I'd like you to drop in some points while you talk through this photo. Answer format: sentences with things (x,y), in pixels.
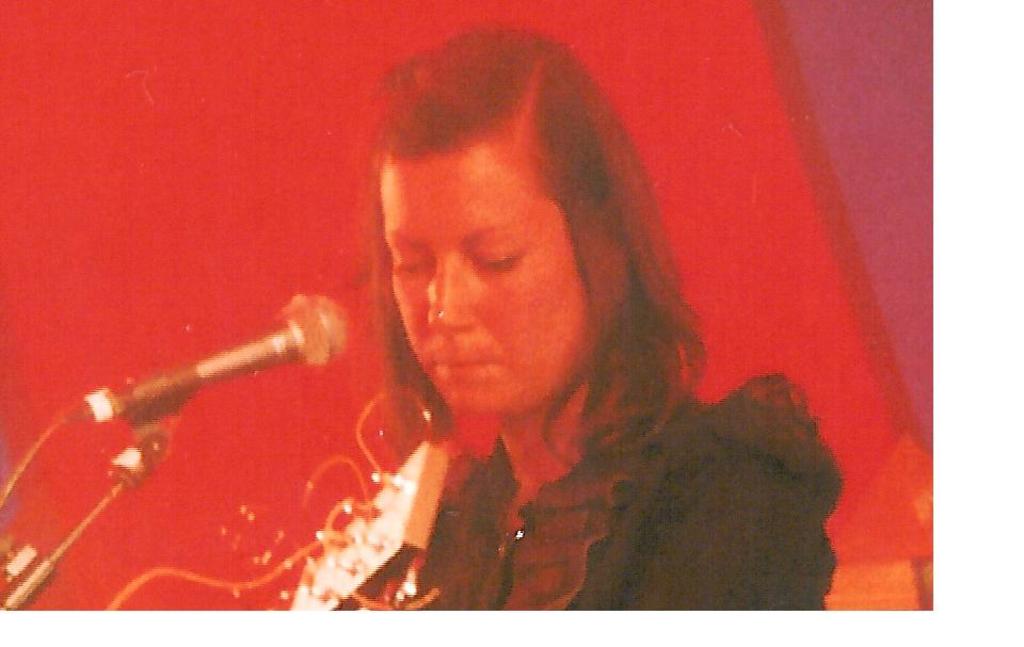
In this picture there is a person (527,316) holding a musical instrument (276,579), in front of this person (466,466) we can see a microphone (139,390) with stand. In the background of the image (844,387) it is red color.
